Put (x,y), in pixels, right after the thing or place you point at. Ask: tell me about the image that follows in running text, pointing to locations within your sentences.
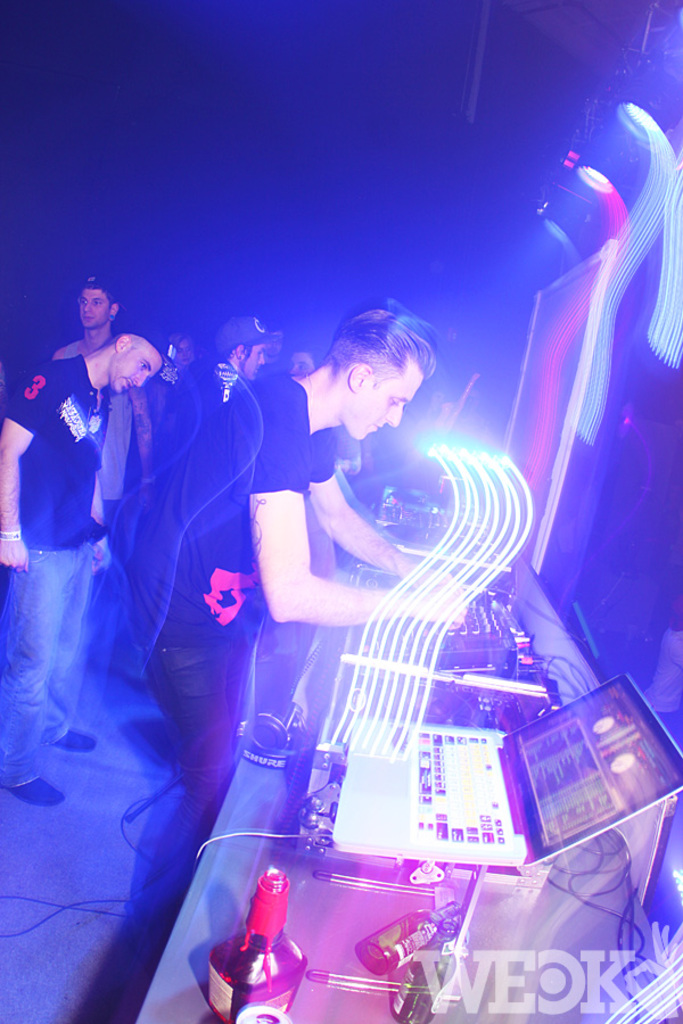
In this picture we can see a group of people (10,656) standing and in front of them we can see a laptop (572,771), bottles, machine (517,634) and in the background (448,132) it is dark.
